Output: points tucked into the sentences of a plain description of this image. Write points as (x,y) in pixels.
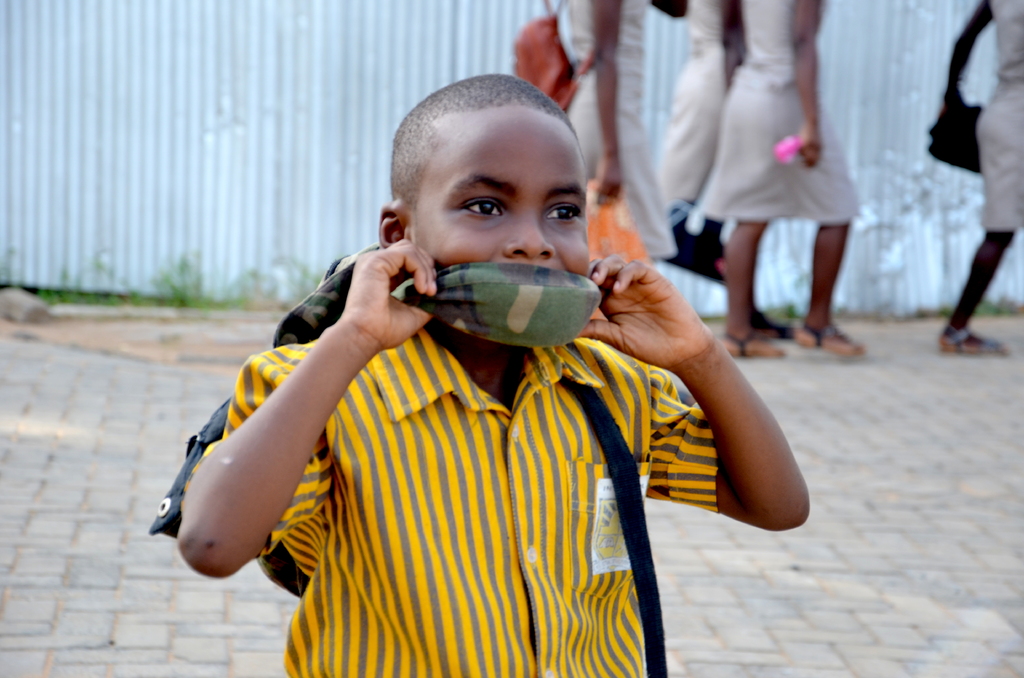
In this picture I can see few people (757,133) walking and a human (618,126) wearing a bag (546,43) and I can see a boy (436,363) and a cloth (582,295) to his mouth (531,293) and I can see metal sheets (839,93) in the back (263,114).
